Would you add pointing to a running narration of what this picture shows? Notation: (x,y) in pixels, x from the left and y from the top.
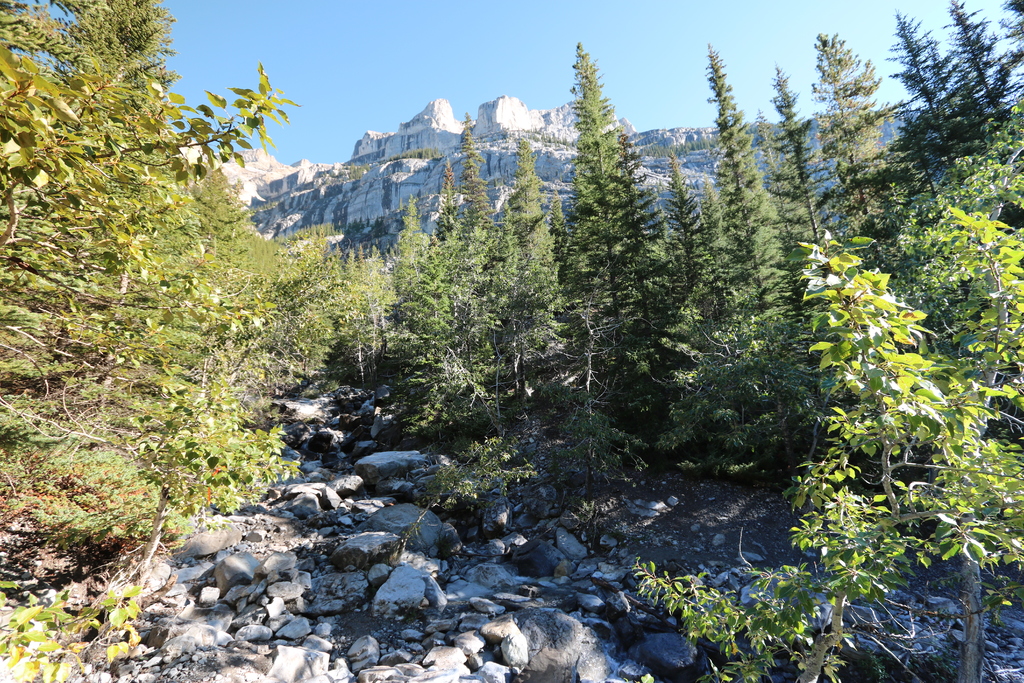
In the picture I can see so many trees (220,422), rocks (347,498) and hills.
